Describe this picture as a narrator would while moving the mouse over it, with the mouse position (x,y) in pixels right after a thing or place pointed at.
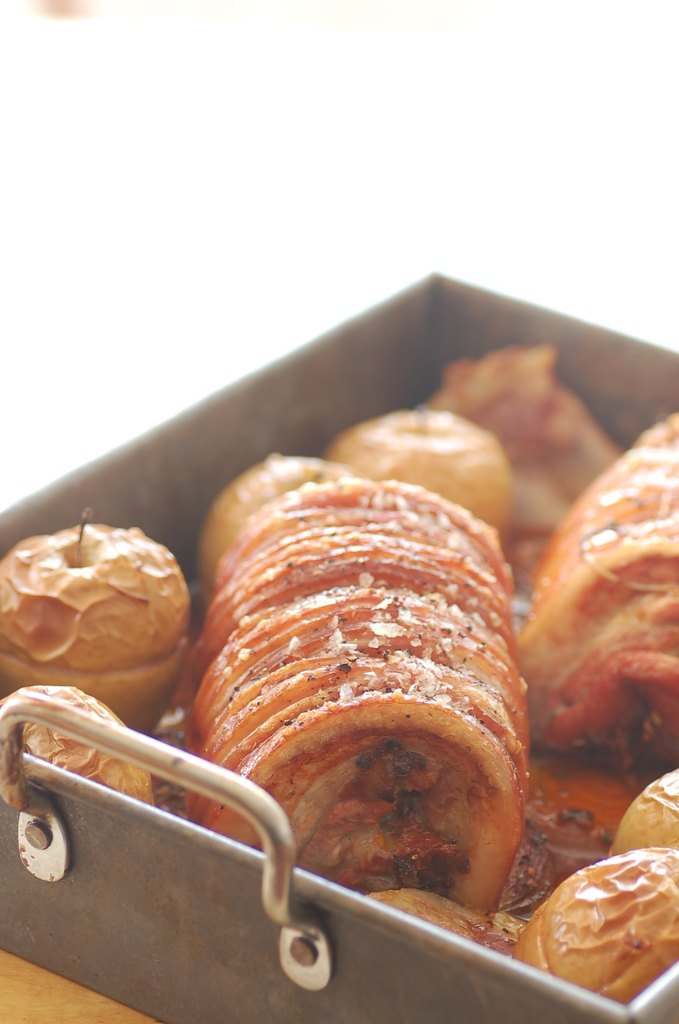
We can see food (389,904) in a tray (353,398). Background (81,220) it is white.
